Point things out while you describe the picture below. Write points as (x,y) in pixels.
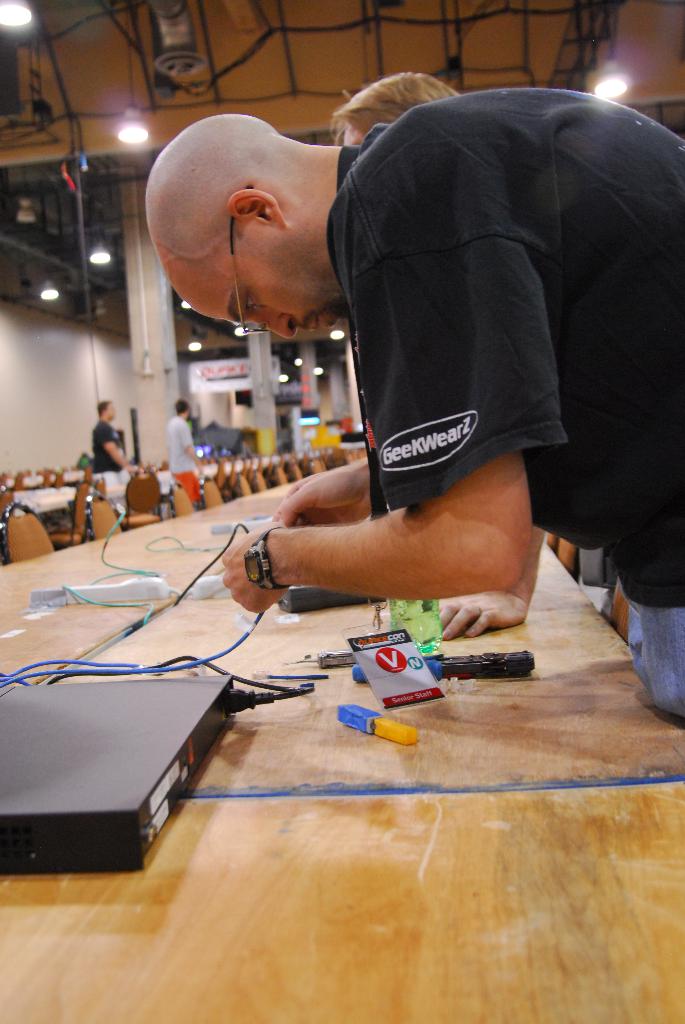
In this image I can see number of people (210,206), chairs (238,489) and tables (194,626). Here I can see he is wearing a watch (266,542) and a specs (234,250).
